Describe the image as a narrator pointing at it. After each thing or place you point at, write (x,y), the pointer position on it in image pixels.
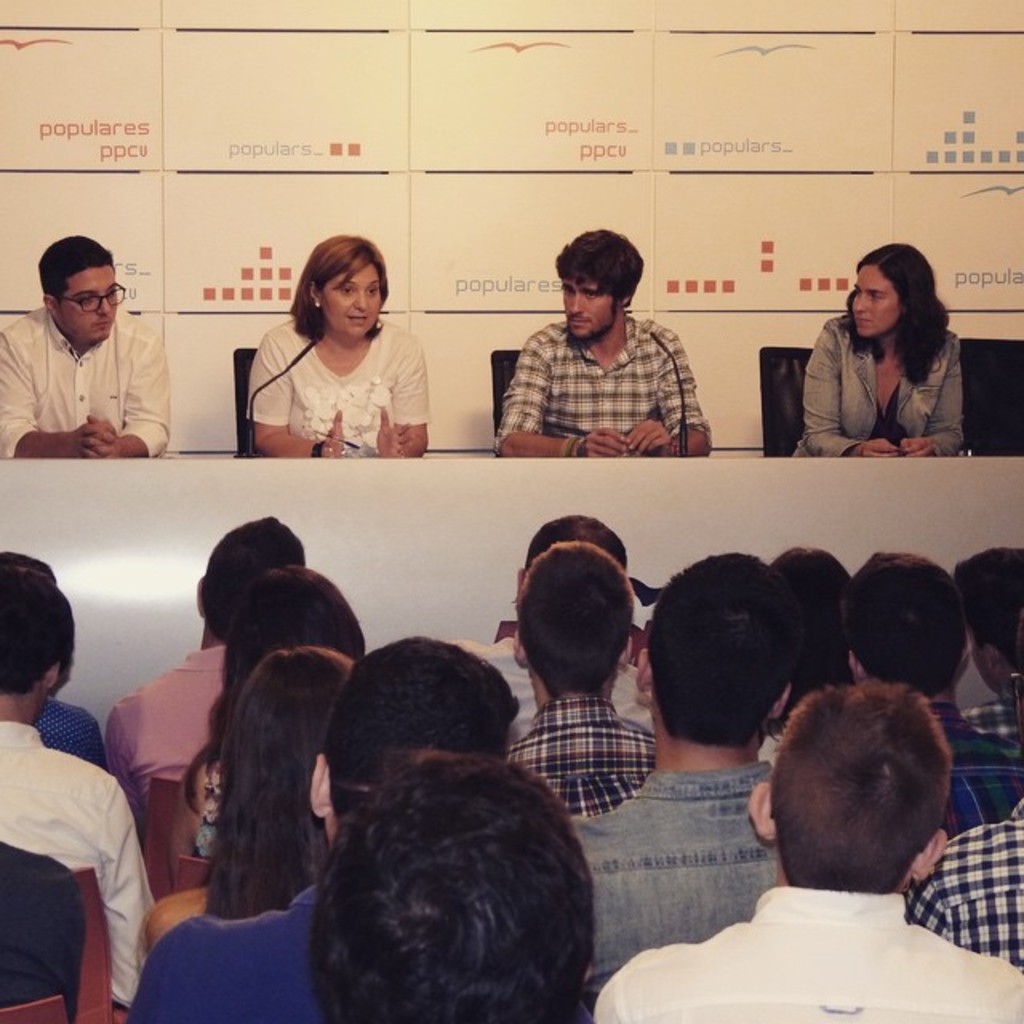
In this image, we can see a group of people (41,669). They are sitting on the chairs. Here we can see a desk (804,496), microphones (248,455). Background (592,126) there is a banner (575,132). In the middle of the image (355,390), a woman (362,395) is talking.
